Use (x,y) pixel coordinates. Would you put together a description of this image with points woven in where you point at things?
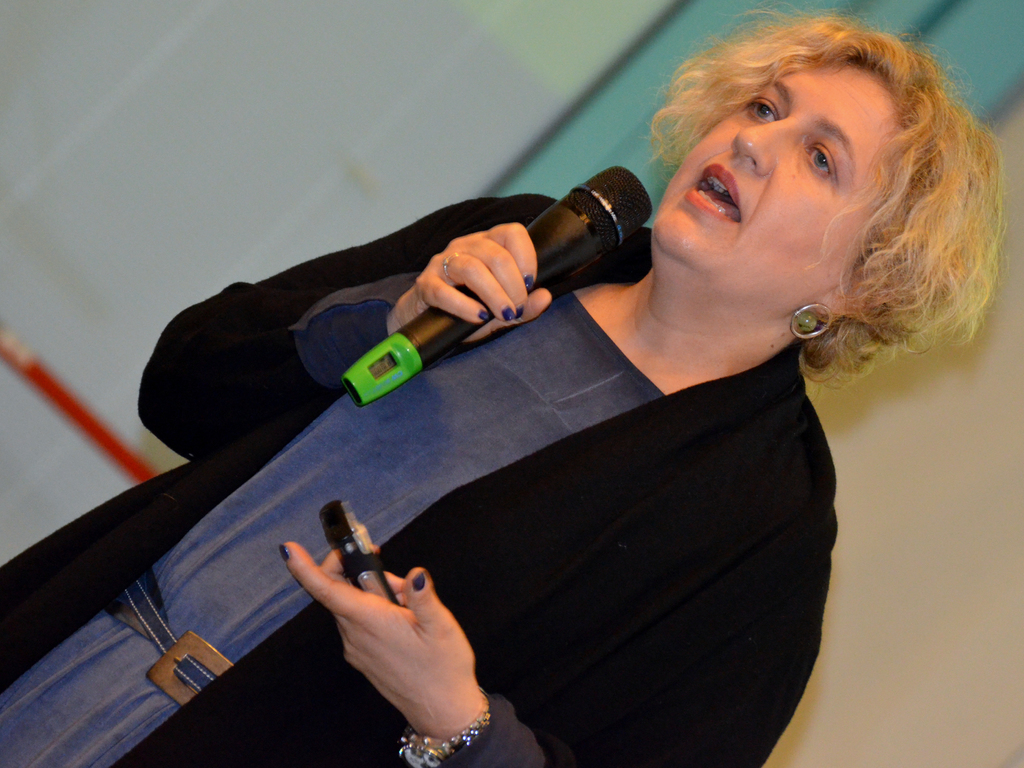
In this image I see a woman (765,730) who is standing and she is holding a mic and another thing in her hands (518,254). I can also see she is wearing a black and blue dress (223,758). In the background (527,122) I see the wall (537,62).
